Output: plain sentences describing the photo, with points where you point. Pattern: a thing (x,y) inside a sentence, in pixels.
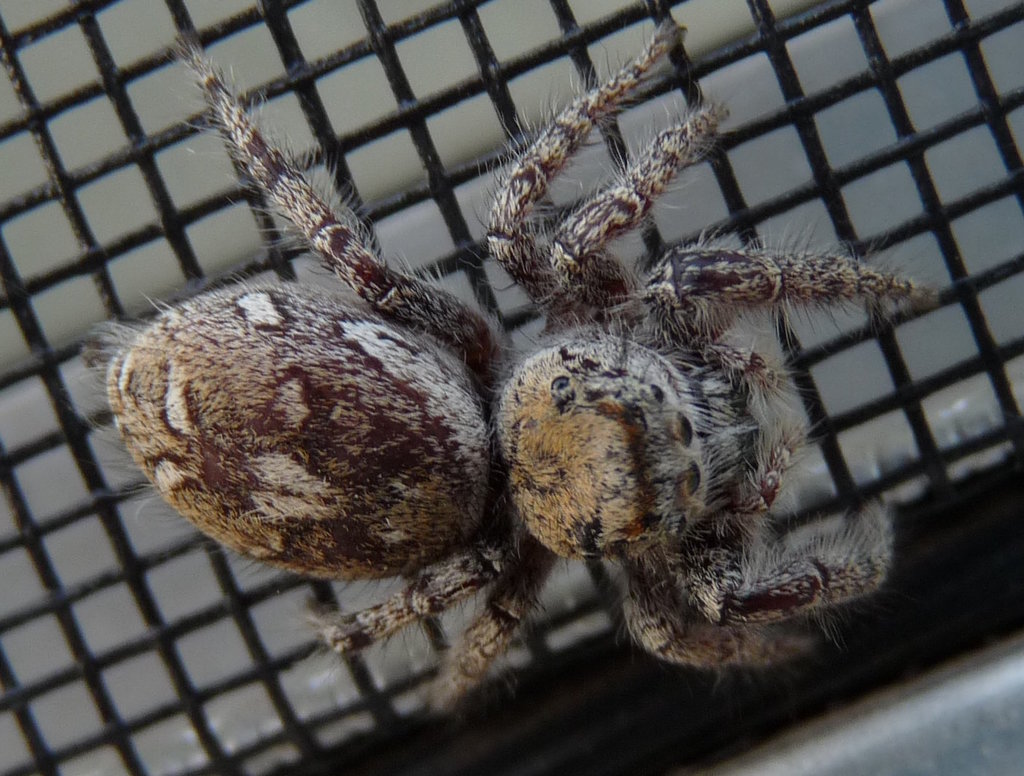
In this picture there is a spider (508,389) on a black color grill (487,314).
